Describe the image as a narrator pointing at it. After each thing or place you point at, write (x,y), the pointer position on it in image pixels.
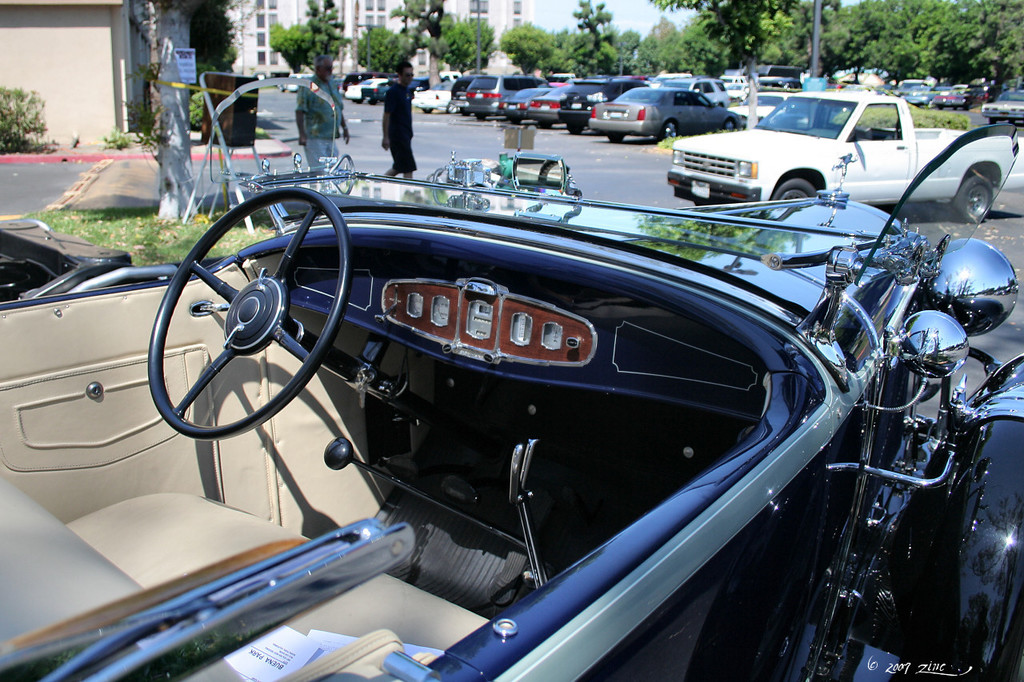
At the bottom of the picture (766,524), we see a car (560,253). In the middle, we see the road (458,152) and we see two men (307,90) are walking on the road (289,109). Beside them, we see a stand (221,173) and a box (231,131) in brown color. Behind that, we see the stem (183,46) of a tree (141,131). On the right side (810,79), we see a pole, trees (1005,80) and the cars (731,80) parked on the road (370,149). There are trees (208,46) and the buildings (107,80) in the background (422,67).
